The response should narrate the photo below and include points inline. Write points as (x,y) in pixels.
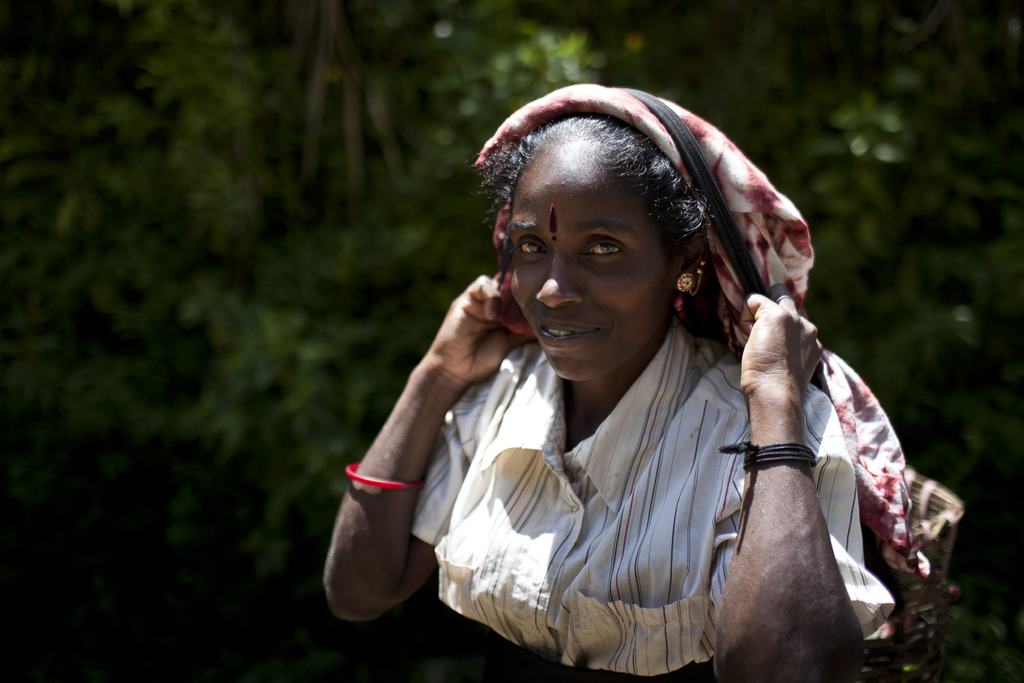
As we can see in the image in the front (665,347) there is a woman (635,403) wearing white color dress (629,526) and in the background (312,253) there are trees (265,304).
